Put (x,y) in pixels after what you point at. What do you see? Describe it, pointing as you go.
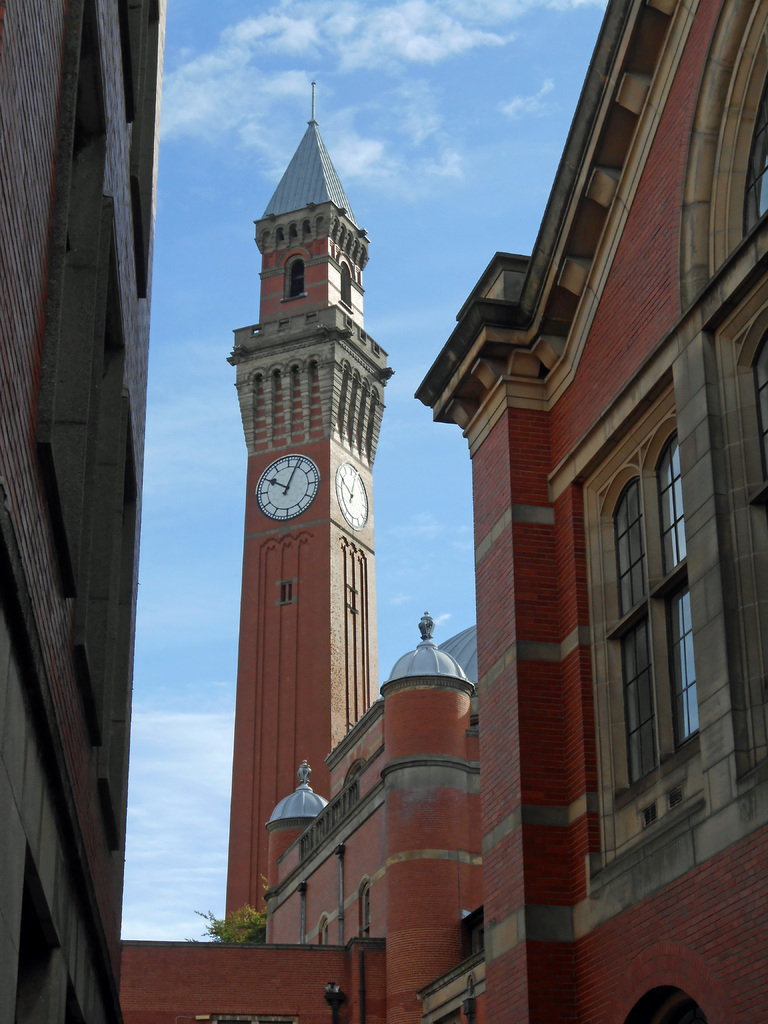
In this picture we can see a building (588,628) with windows (617,525) and a tower (246,501) with watch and here we have trees (220,920) and above this building (279,903) we have sky (355,87) with clouds (281,145).
